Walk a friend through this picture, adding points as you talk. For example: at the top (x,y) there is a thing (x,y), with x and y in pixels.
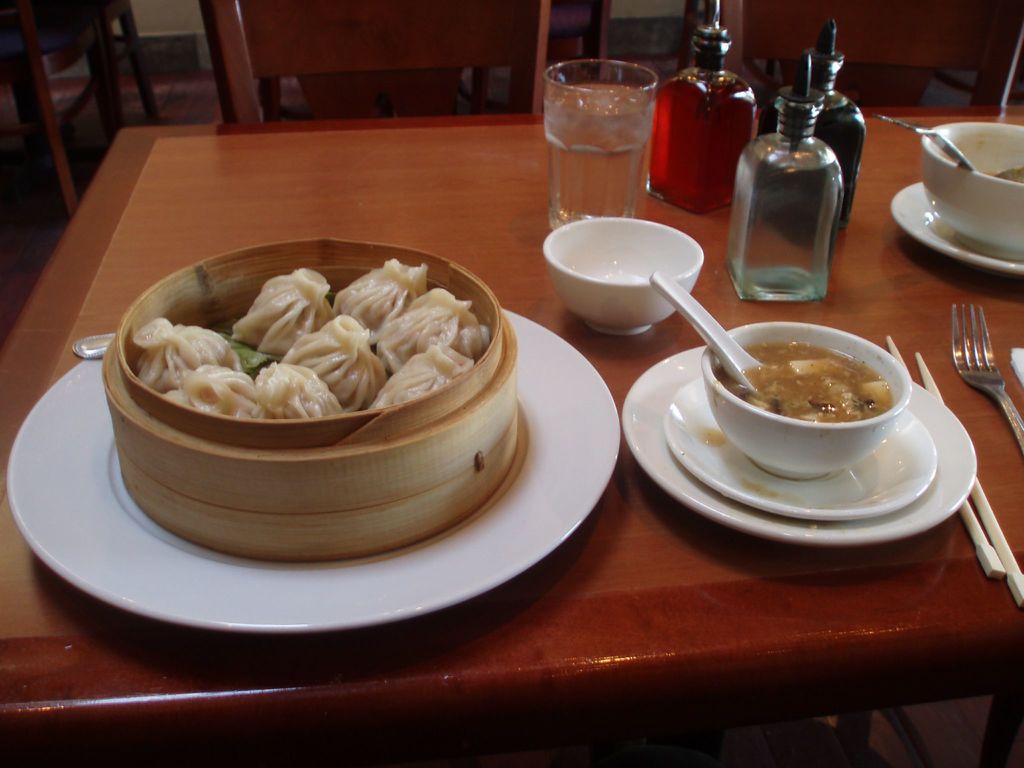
In this picture we can see a table (459,194). On the table (410,170) there are bowls (804,389), plates (574,483), bottles (745,284), and fork (985,333). This is some food (286,376). And there is a chair (90,15).
